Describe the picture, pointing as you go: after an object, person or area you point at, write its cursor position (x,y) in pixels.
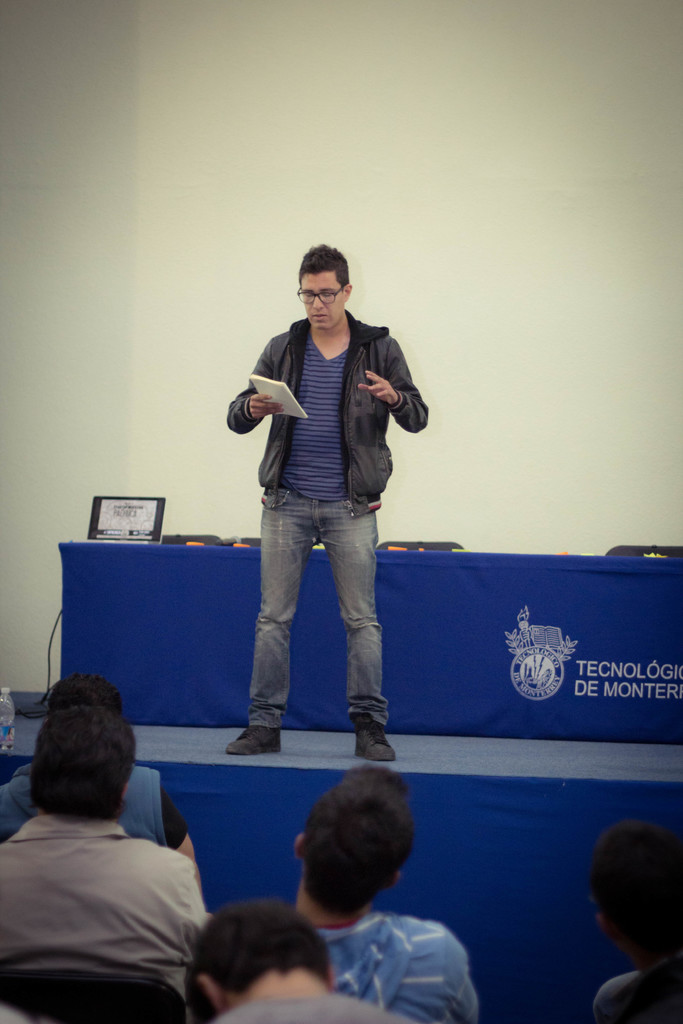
In this image there is a man (328,483) standing on the stage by holding the book (276,384). In front of him there are few people (175,953) sitting in the chairs (127,1002), Behind him there is a table (149,568) on which there is a laptop (116,515). Beside the laptop (157,525) there are chairs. In the background (474,533) there is a wall (460,109).
